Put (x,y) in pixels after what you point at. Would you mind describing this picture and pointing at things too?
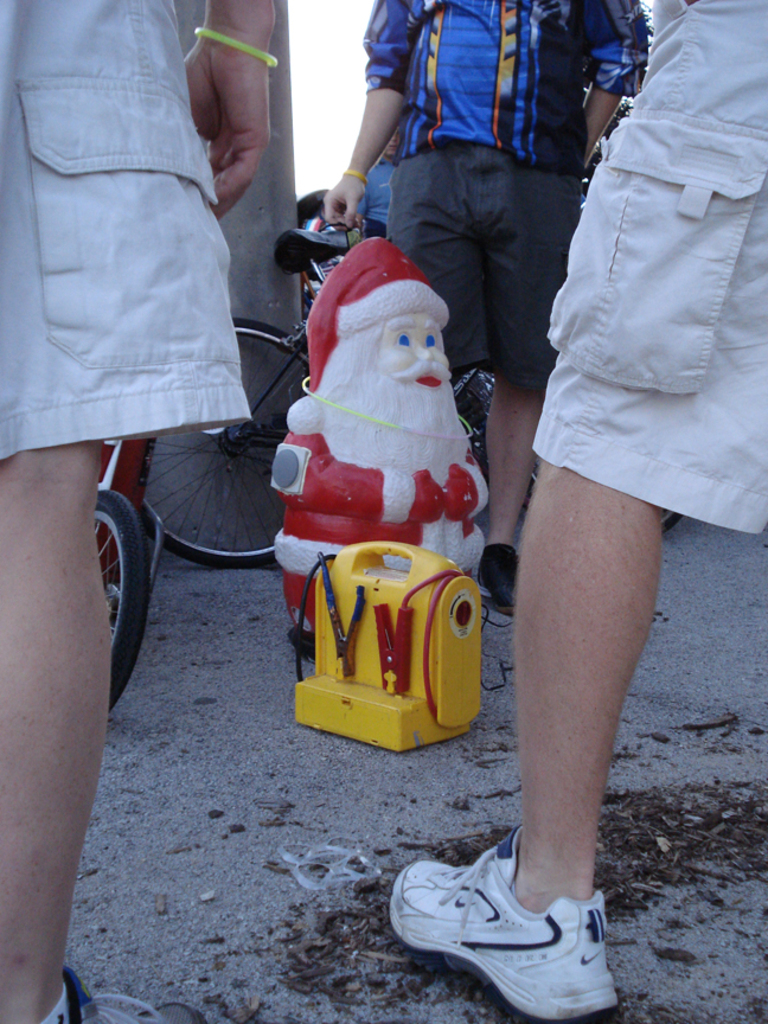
In the center of the image (440,641) we can see some toys (461,732) placed on the ground (431,767). We can also see some people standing beside them. We can also see a wall (268,255) and the sky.
